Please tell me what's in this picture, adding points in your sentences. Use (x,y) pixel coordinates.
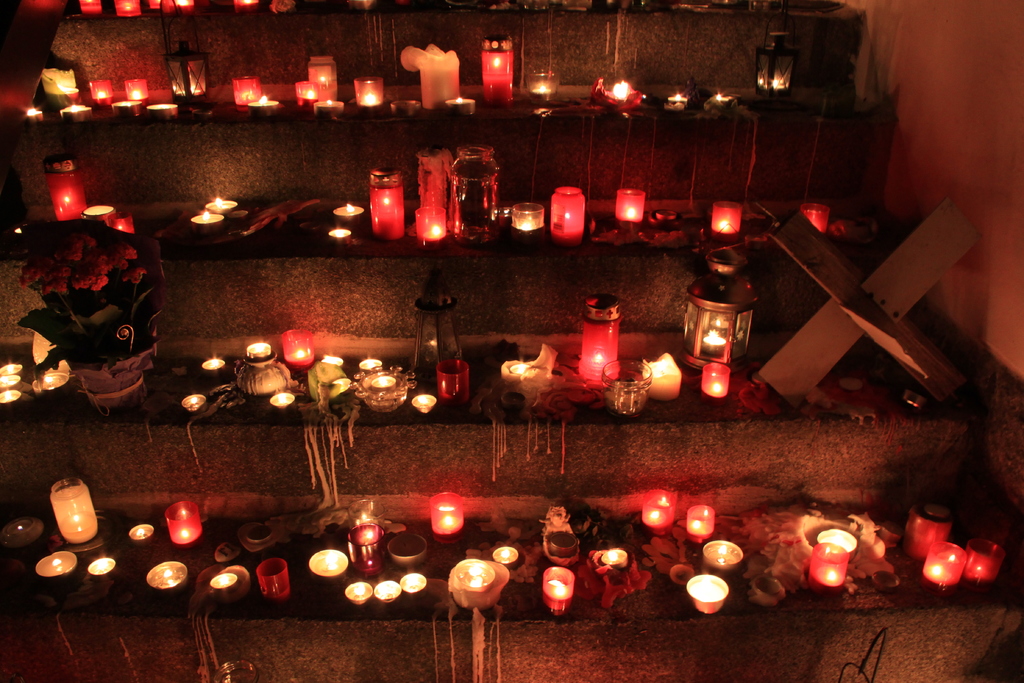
In the image we can see some steps (353,657), on the steps (634,65) we can see some candles (501,53), lights (76,185) and plants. In the top right corner of the image (994,18) we can see the wall (961,73).
